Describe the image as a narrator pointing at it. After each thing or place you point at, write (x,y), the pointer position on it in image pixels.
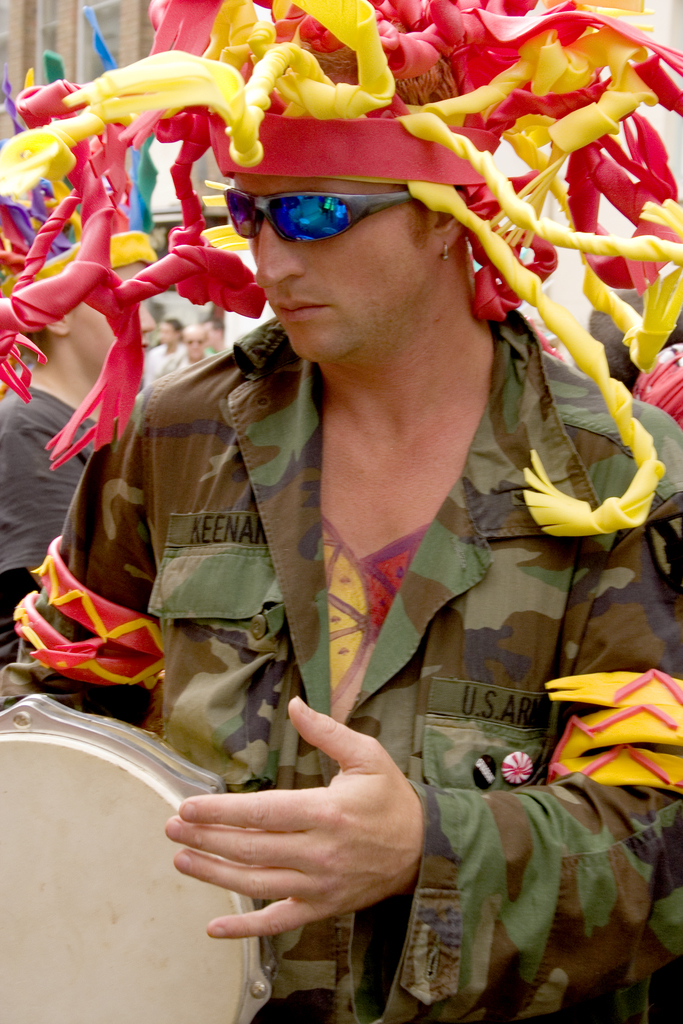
In this image we can see a man (435,321). He is wearing a hat (509,181) and playing a musical instrument (110,868). In the background (25,445), we can see people (25,445) and a building (141,45).
